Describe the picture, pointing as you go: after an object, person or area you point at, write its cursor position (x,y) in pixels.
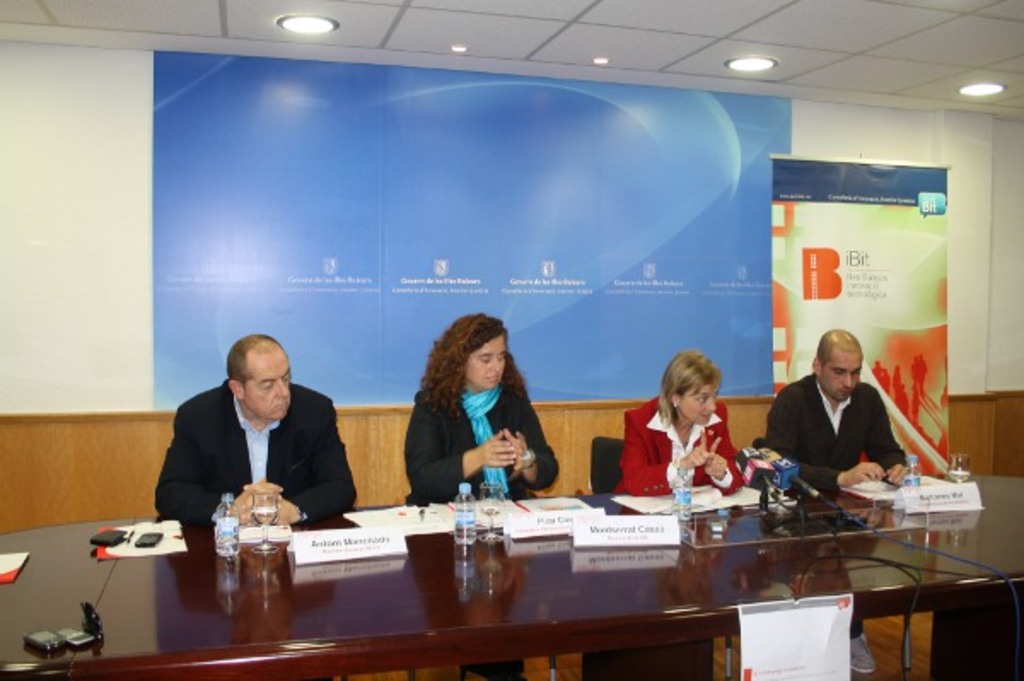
This image consists of four persons (845,461) sitting in the chairs (605,441). In front of them, there is a table (333,671) on which there are bottles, and name boards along with papers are kept. In the background (643,163), there is a screen (620,151) and a banner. At the top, there are lights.
